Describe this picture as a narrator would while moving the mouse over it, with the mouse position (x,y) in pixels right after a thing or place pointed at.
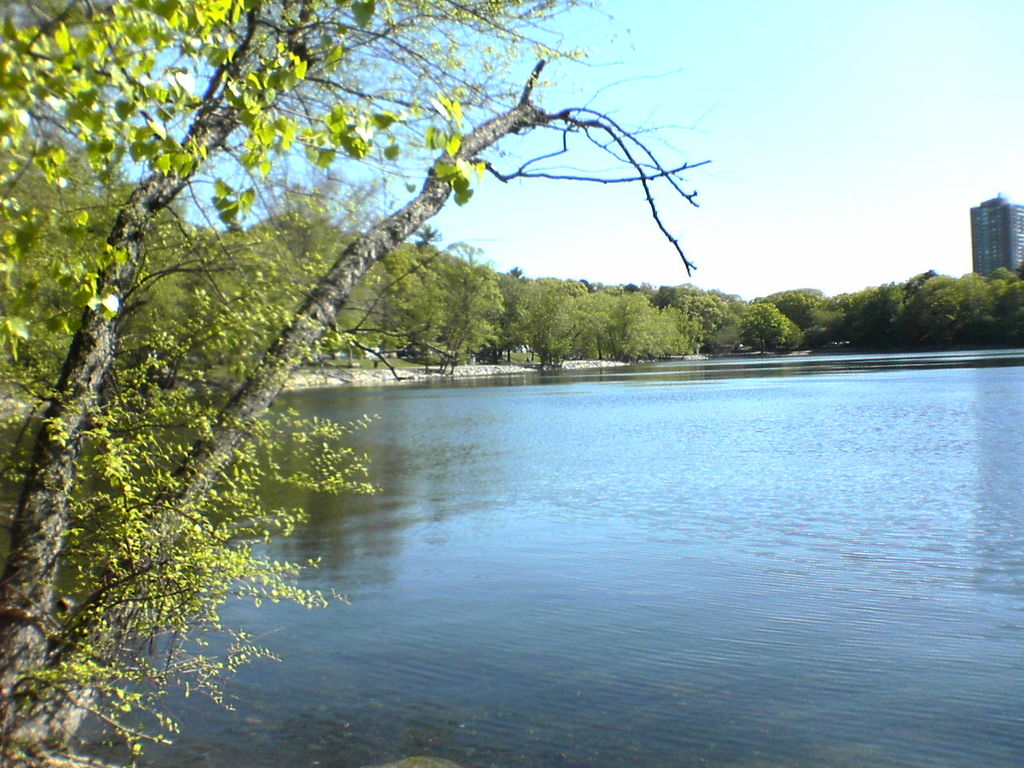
In this picture I can observe a lake (734,431) in the middle of the picture (476,483). In the background (284,277) I can observe trees (363,292) and sky (800,185).
